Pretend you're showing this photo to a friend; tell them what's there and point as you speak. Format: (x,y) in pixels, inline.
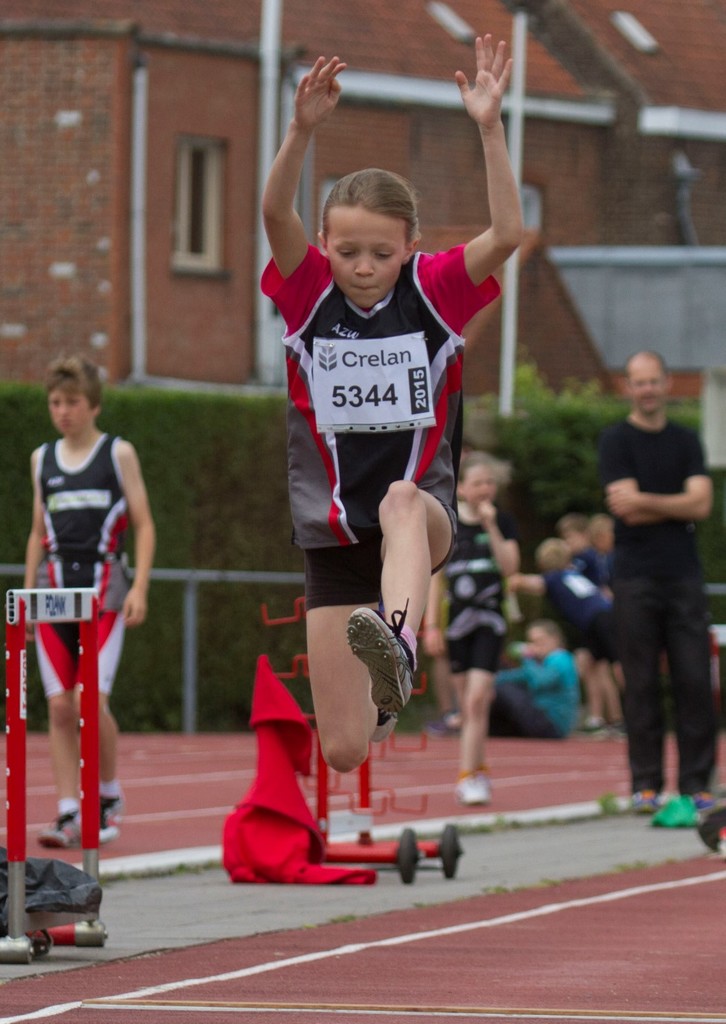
In this image we can see a building (45,70), plants (236,407), people (322,370) and some other objects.
